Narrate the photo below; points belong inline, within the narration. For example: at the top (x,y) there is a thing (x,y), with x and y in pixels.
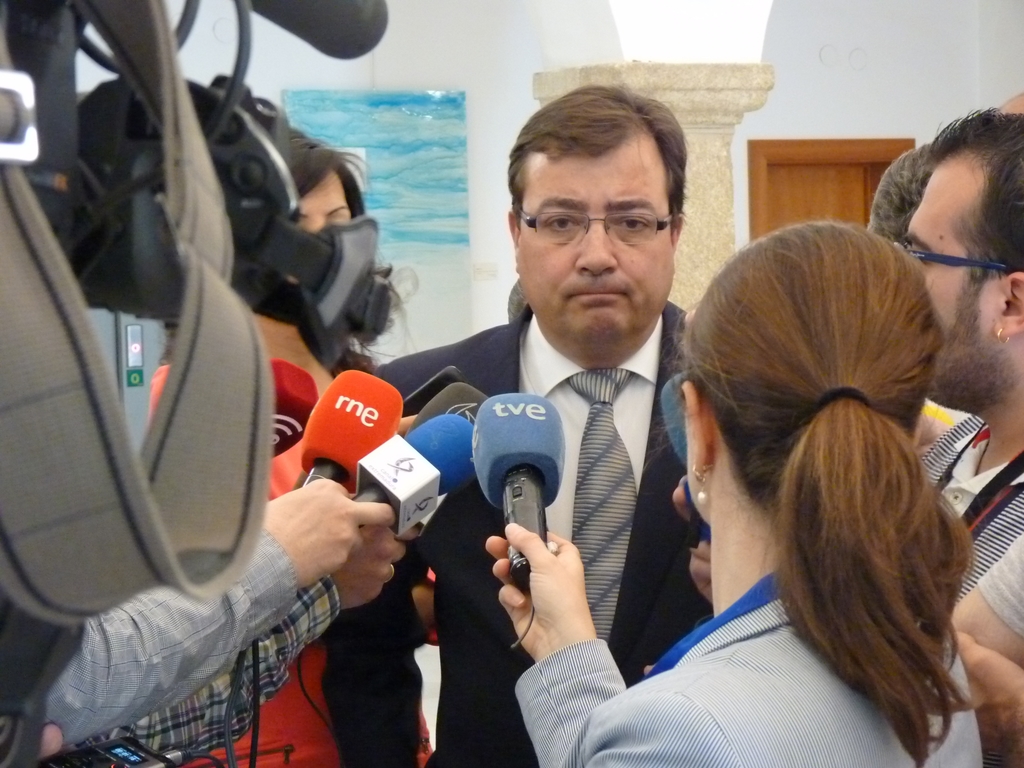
In this picture I can see a man (615,420) in the middle (577,427), few persons (352,357) are holding the microphones (341,477) around him, on the left side (33,264) there is a camera (221,333).
